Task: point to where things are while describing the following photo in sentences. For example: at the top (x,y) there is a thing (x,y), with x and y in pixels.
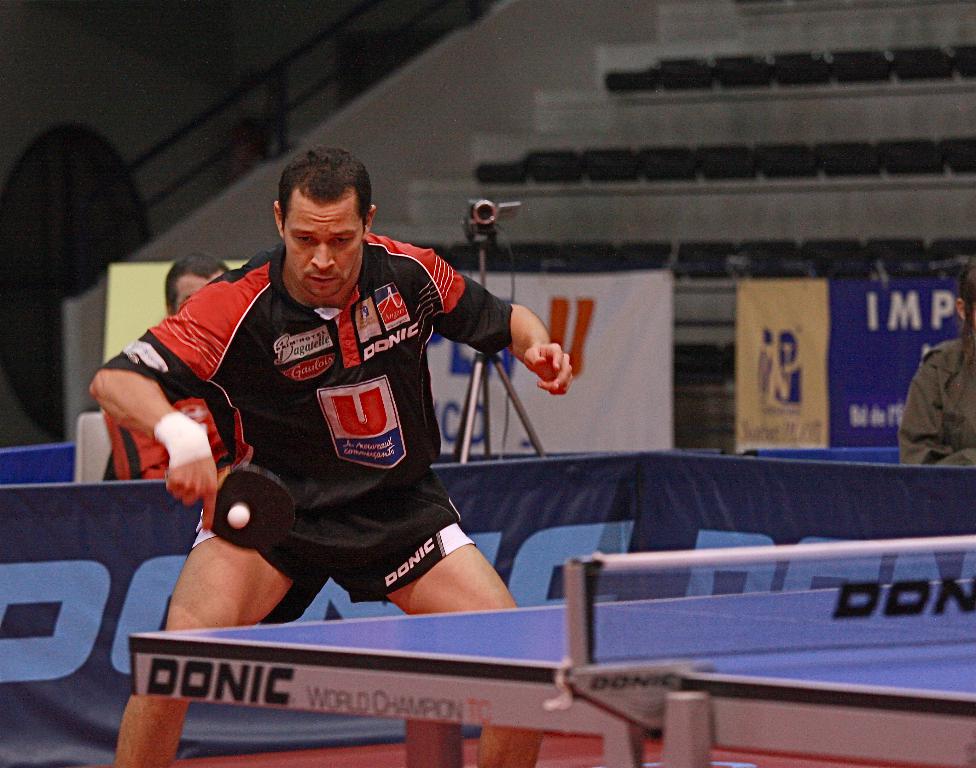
In this image there is a man (208,528) standing and playing table tennis near the table tennis board (970,638) and at the back ground (487,275) there is a camera (496,213) attached to the tripod stand (488,243), and a man (170,284) sitting in the chair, another person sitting in the chair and some chairs (741,164) at the back side (722,165).
